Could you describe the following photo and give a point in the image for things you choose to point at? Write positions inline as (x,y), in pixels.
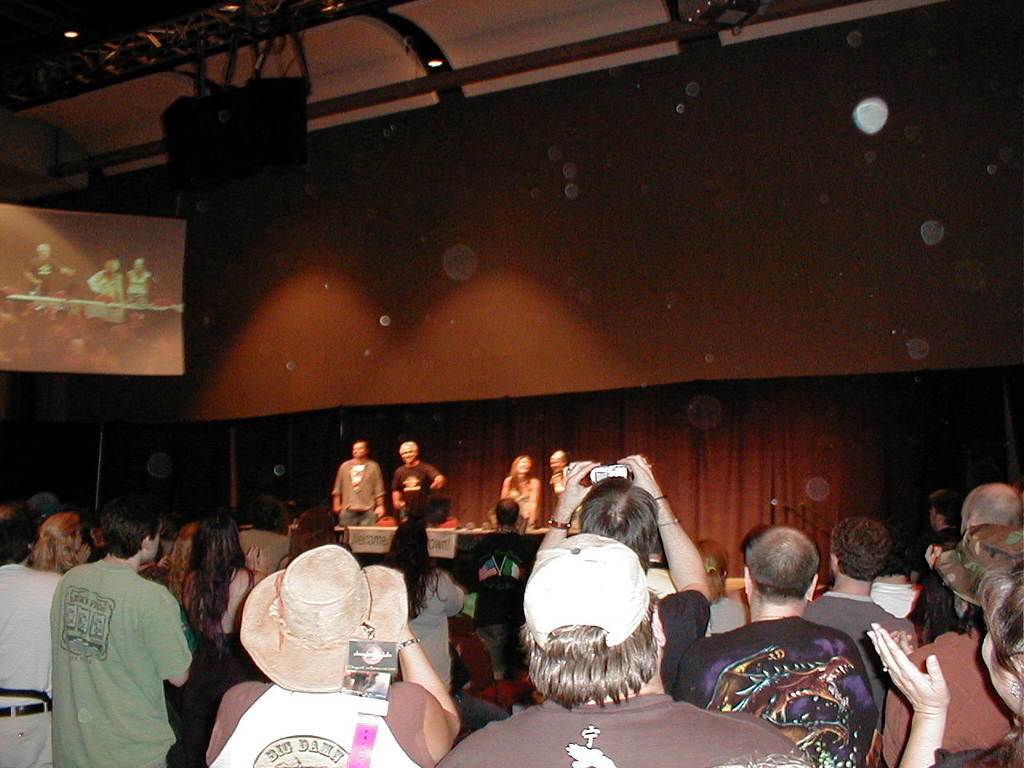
In this image I see number of people (523,630) in which this person (606,526) is holding an electronic device (598,477) in hands (568,490) and I see a screen (102,288) over here and I see few equipment (185,143) over here and I see the lights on the ceiling (295,61).
